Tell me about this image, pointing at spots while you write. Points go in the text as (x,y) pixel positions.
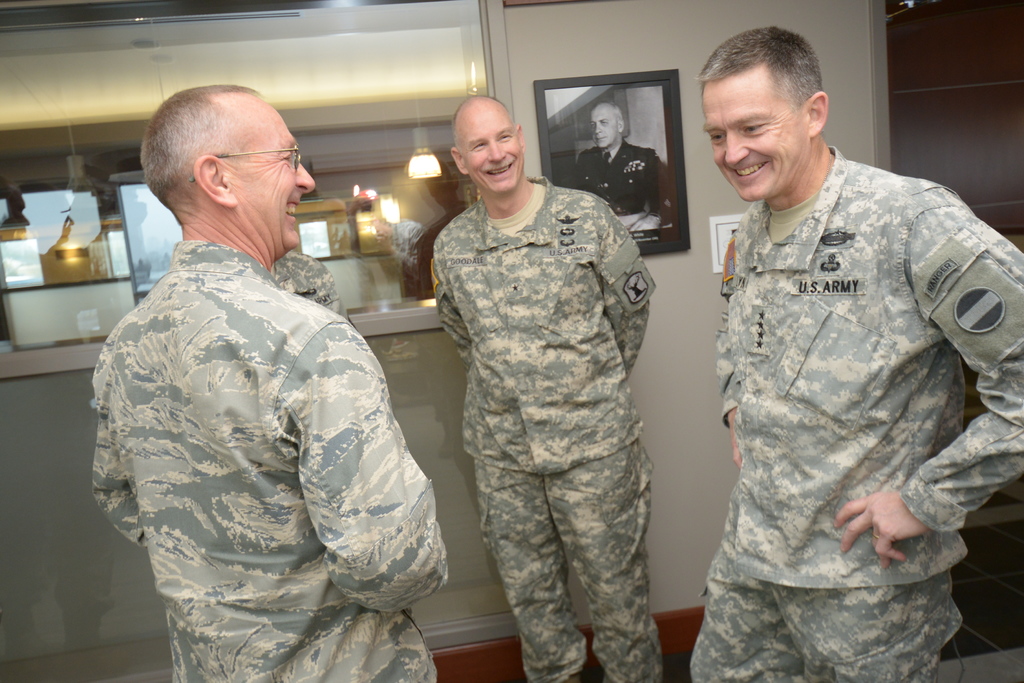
In front of the picture, we see three men (787,368) in the uniform (787,368) are standing. Three of them are smiling. Behind them, we see a wall (642,39) on which photo frame (593,192) is placed. Beside that, we see a glass window (392,210) from which we can see lanterns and tables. On the right side (926,152), we see a brown door (923,134).
